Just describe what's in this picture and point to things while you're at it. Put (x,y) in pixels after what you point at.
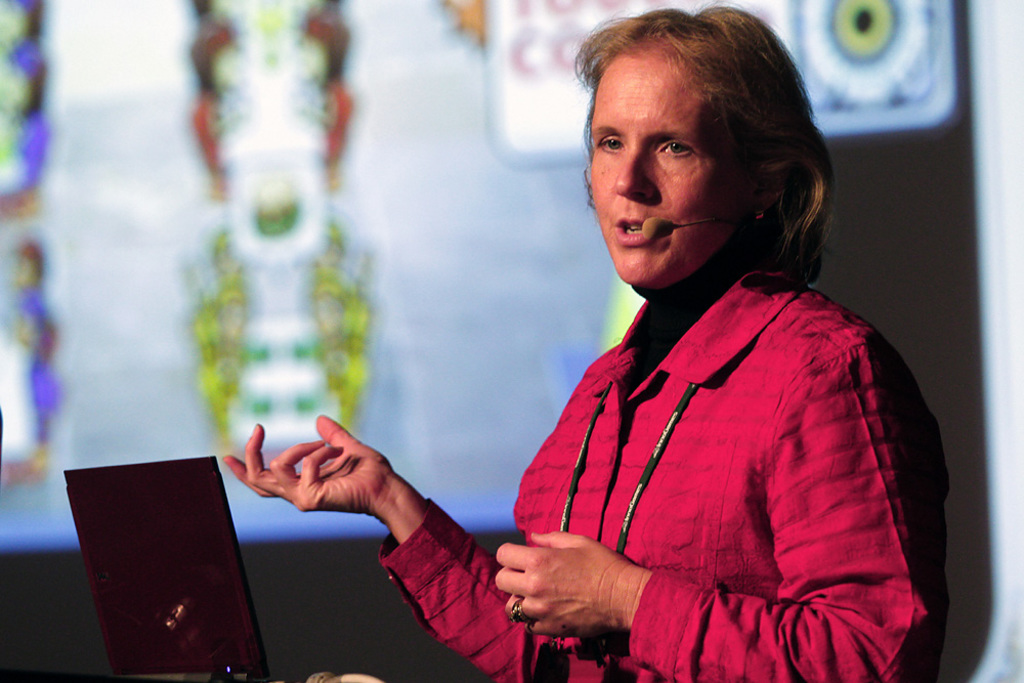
In this picture we can see a woman (730,505) talking on a mic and in front of her we can see a laptop (171,595) and in the background (61,529) we can see screen (408,236).
